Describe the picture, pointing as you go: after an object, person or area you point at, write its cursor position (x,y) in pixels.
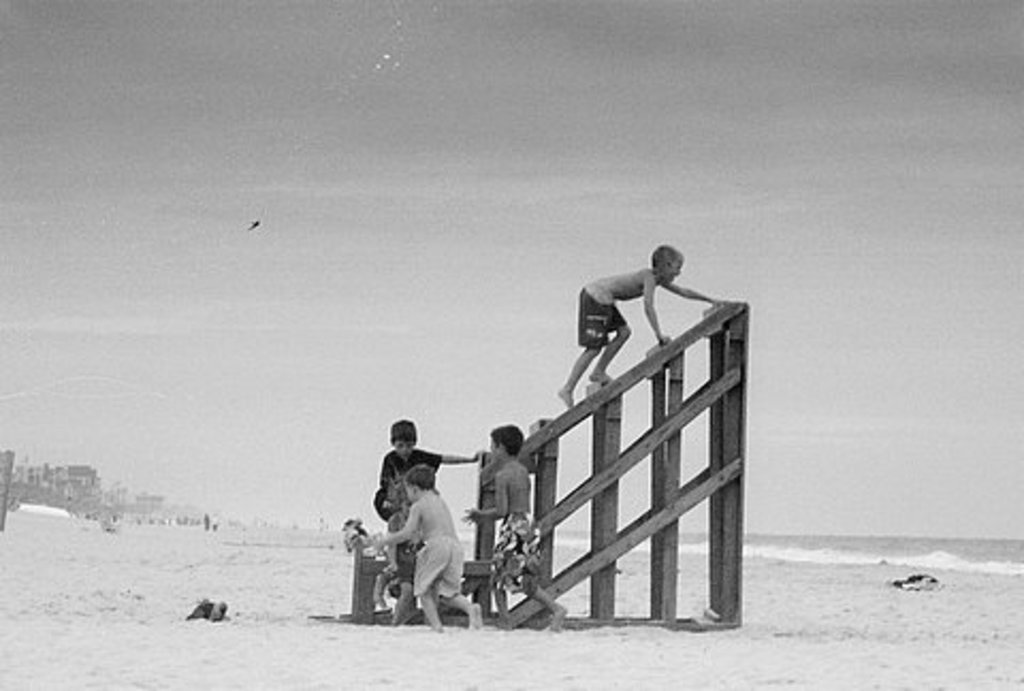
In this image in the center (507,460) there are persons (423,506) playing, there is a wooden stand (679,487). In the background (34,491) there are buildings (61,482) and there is water (927,550) and there is a bird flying in the sky (253,235). In the center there are objects (909,585) on the ground (816,606) and at the top (562,138) we can see sky (870,213).
